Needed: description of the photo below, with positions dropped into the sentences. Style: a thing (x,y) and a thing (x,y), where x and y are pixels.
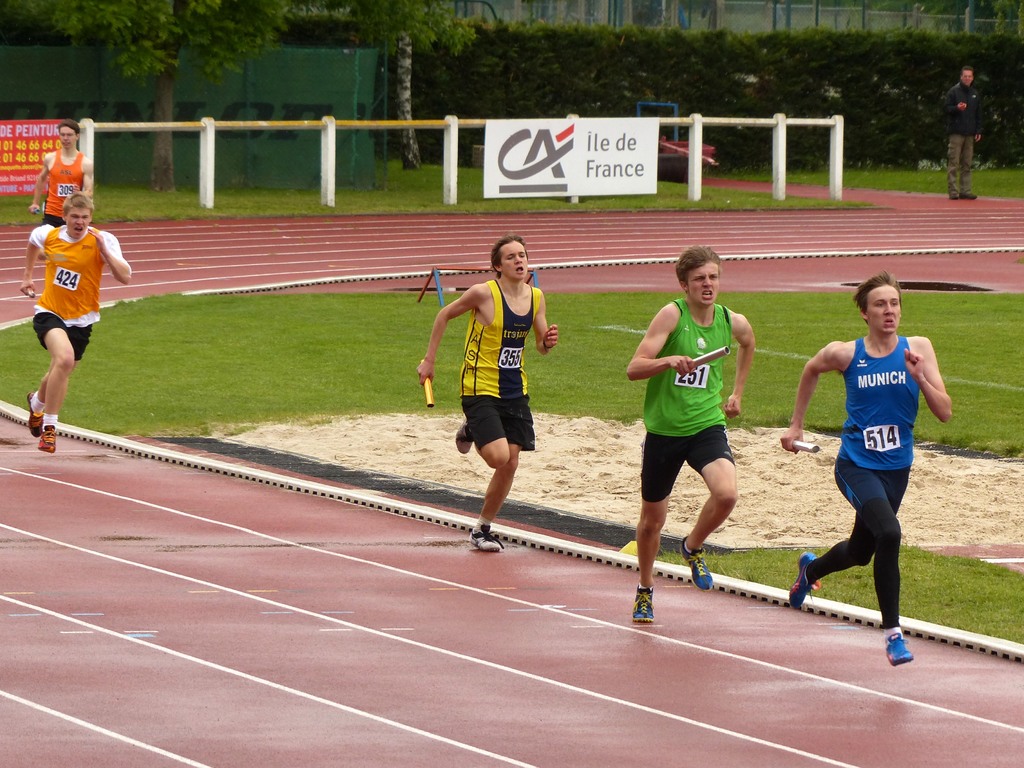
In this image we can see a group of people (653,502) running on the track (723,633) holding some batons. We can also see some grass (569,382), the fence (691,171), boards (620,132) with some text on it, some plants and trees (248,46). At the top right (975,74) we can see a person (963,71) standing.
